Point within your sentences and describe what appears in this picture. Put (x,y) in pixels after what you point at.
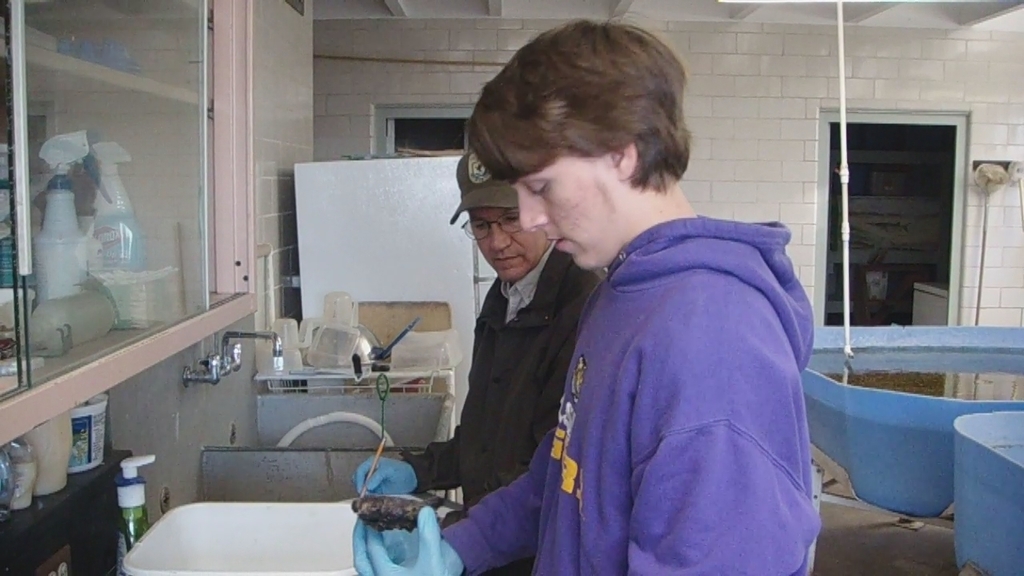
In the middle of this image (532,232) there are two persons (524,390) wearing jackets (600,325), standing facing towards the left side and looking at the object (404,506) which is holding in the hand (435,548). Around these people (650,430) there are few tubs (298,543). In the bottom left (11,475) hand-corner there are few bottles (63,462) placed on a table (59,526). At the top of it there is a glass (138,245). Behind the glass (33,252) there are few objects (69,235). In the background (739,99) there is a wall (818,40).
